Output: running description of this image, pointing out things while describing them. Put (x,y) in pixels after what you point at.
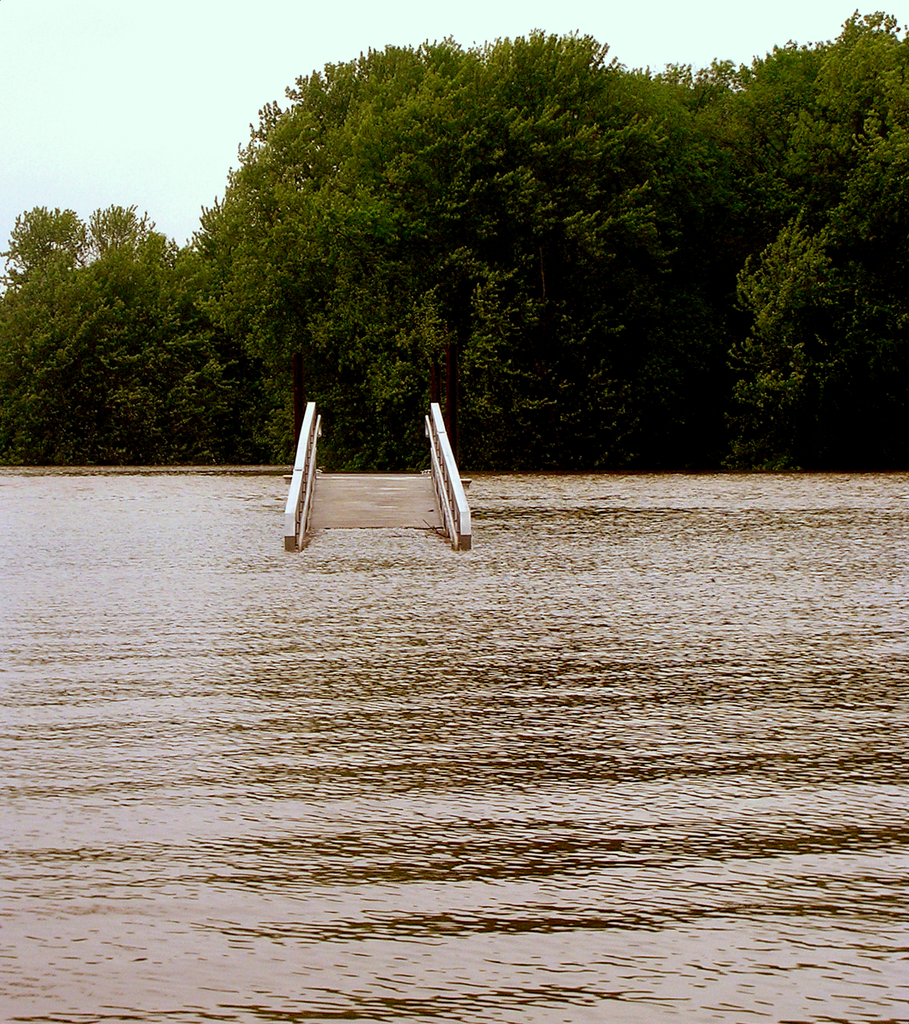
In this image, we can see a bridge (340,480) in the water (268,516). There are some trees (409,287) in the middle of the image (569,360). There is a sky (289,65) at the top of the image (391,28).
